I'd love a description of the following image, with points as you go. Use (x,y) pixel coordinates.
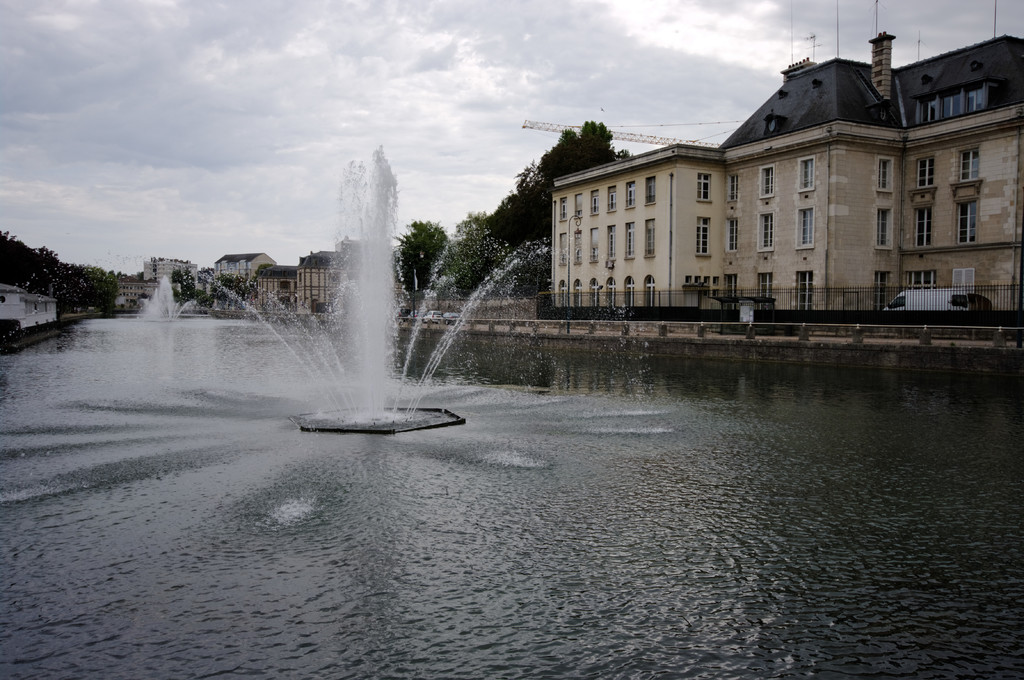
There is water (383,402). In the center (377,387) there are fountains (345,386). On the sides there are buildings (732,208) with windows (703,229). Also there are trees (520,225) and railing (805,302). In the background (356,95) there is sky (295,79).
